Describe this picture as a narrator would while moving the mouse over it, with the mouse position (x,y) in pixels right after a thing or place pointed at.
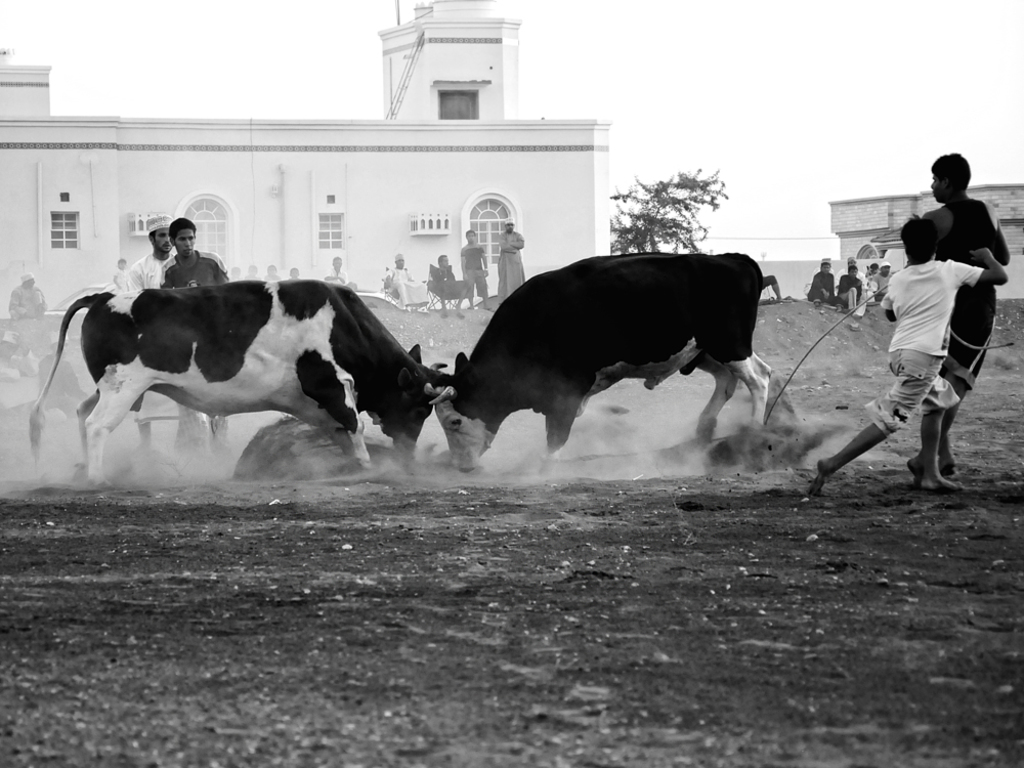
In the center of the picture (577,360) there are bulls (101,338). On the right (929,308) there are two people (920,321). On the left (173,268) there are people (192,268). In the background (855,262) there are people (868,280) sitting. In the background (211,187) there are buildings (587,222) and tree (669,208). In the foreground (441,609) it is soil (397,659).
